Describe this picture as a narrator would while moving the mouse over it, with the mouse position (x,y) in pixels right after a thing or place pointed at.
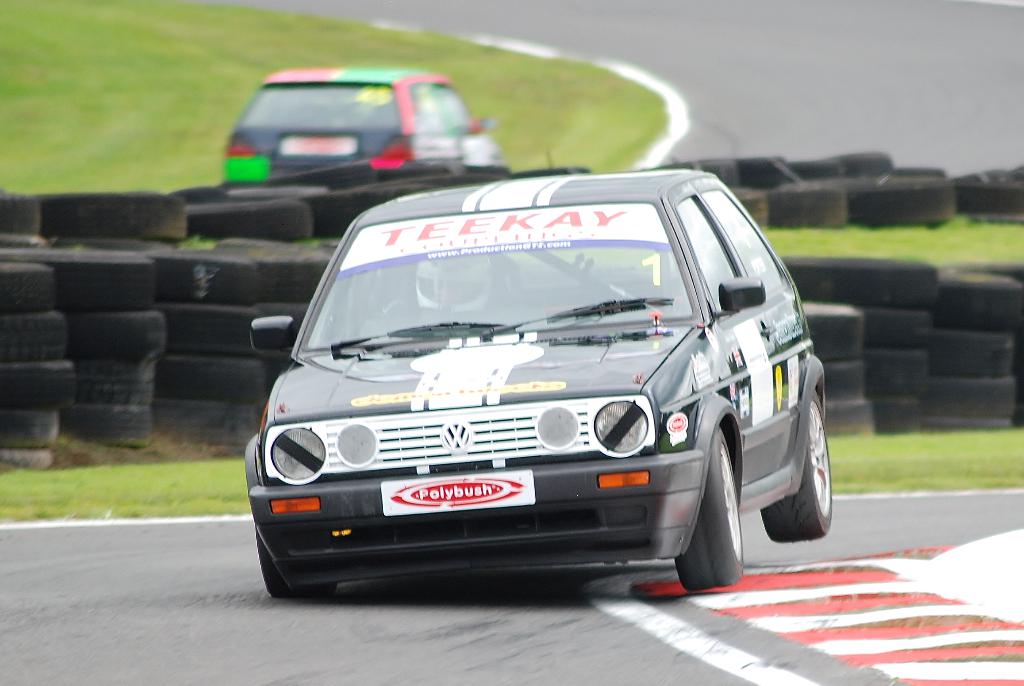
In this image, we can see some tires (562,169). There are cars (450,312) in the middle of the image (558,384).
